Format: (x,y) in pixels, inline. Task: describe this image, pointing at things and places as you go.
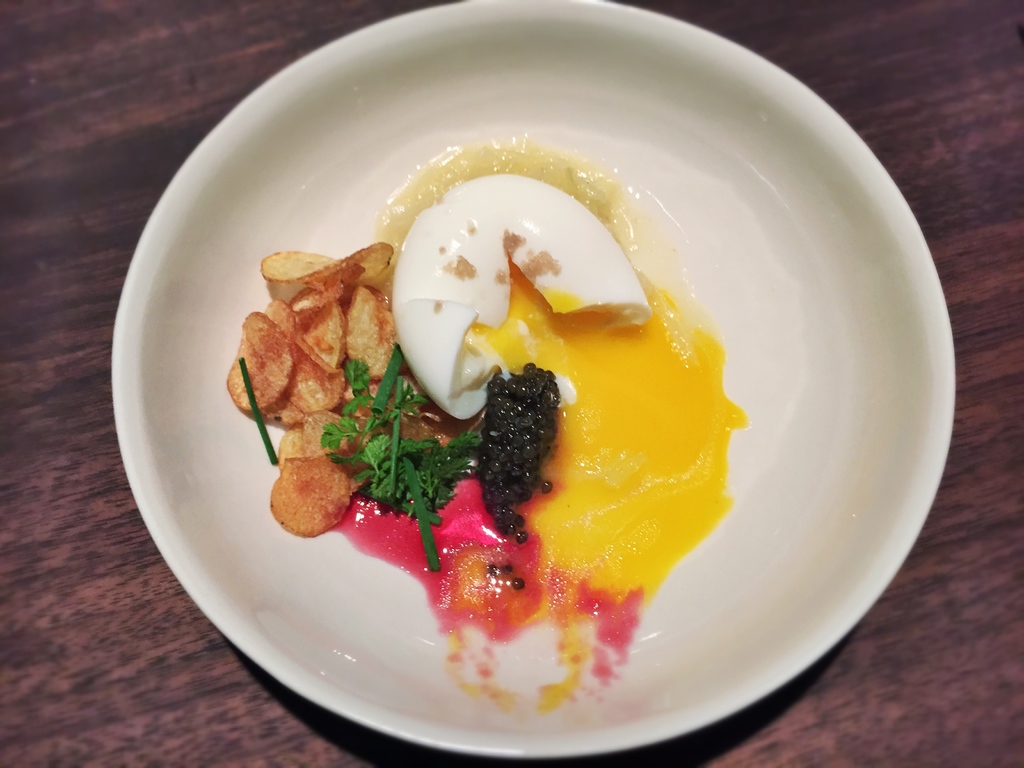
In this picture I can see food (451,497) in the plate (245,305) and I can see a wooden table (56,173).
